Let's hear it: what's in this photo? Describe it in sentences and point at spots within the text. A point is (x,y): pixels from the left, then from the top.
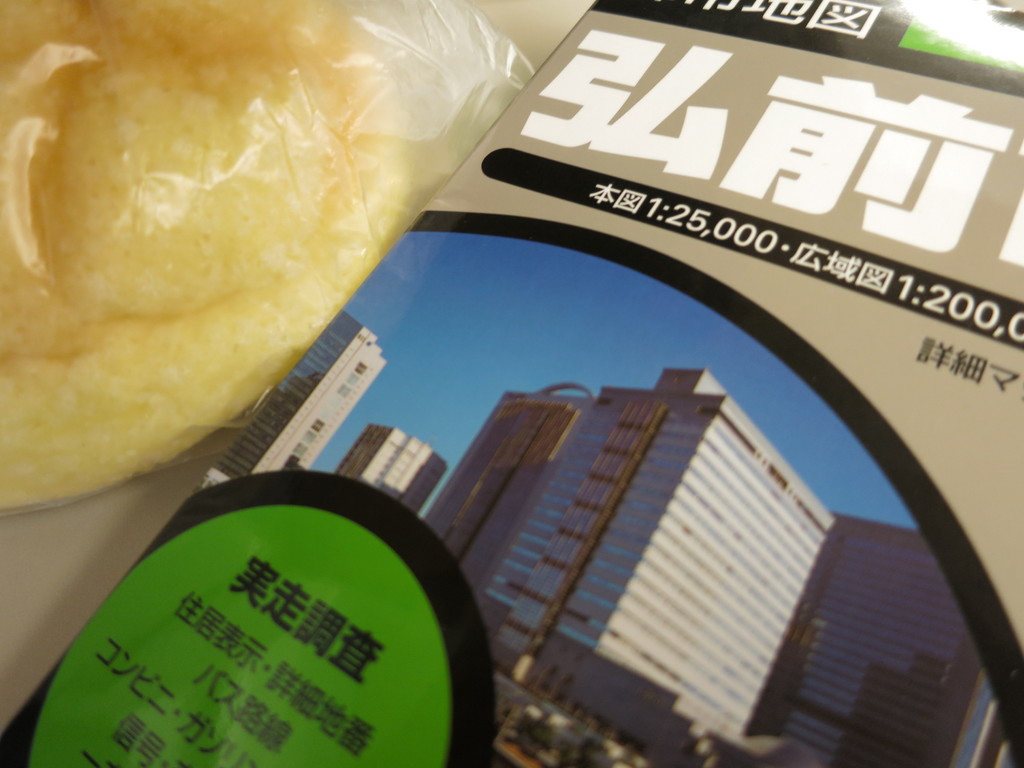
In this image, we can see a magazine (600,435) and a food item (209,299).
